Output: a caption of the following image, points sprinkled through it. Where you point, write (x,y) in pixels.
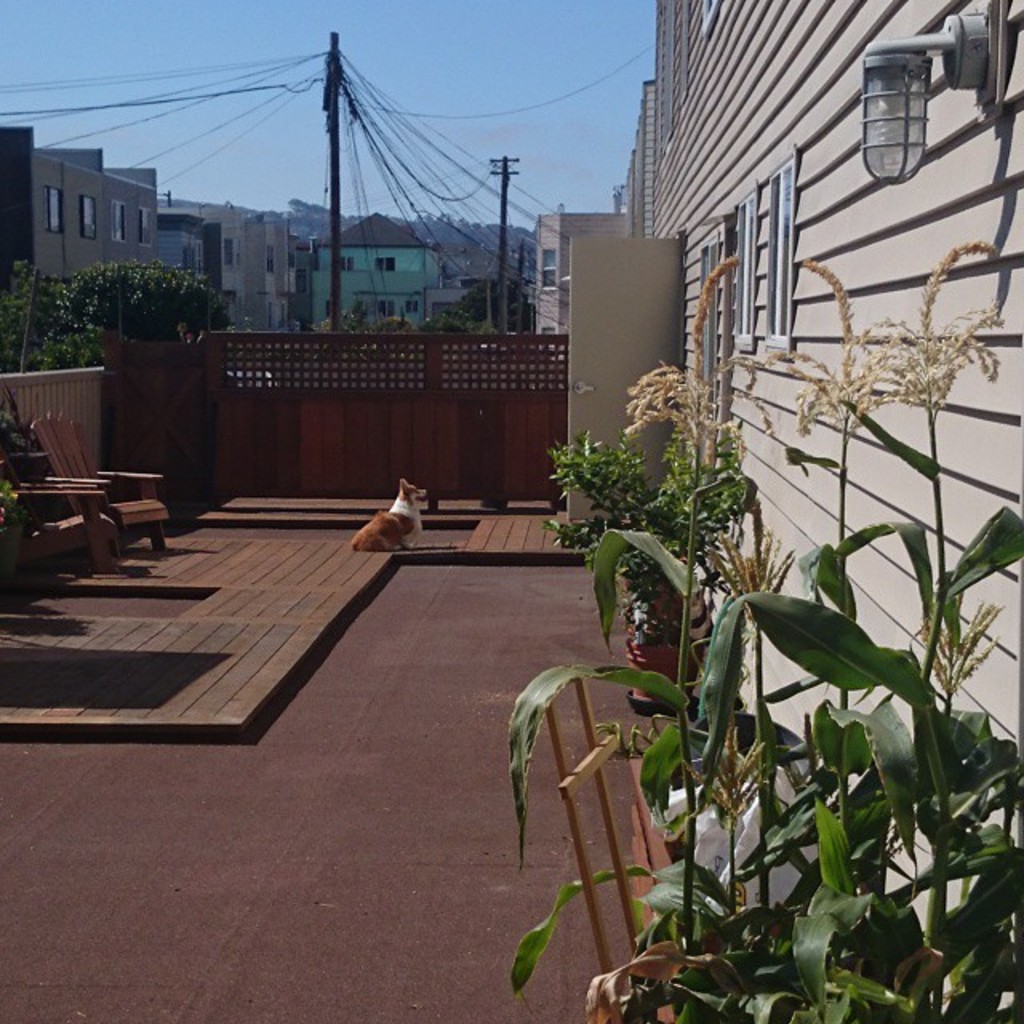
In this image there are few flower pots (667,663) placed on the right side of the image (784,664) and there is a light (922,117) attached to the wall (914,264). On the left side of the image (81,500) there is a chair (84,542) placed. In the center of the image (411,534) there is a dog (384,538) sitting on the floor (395,552). In the background (186,240) we can see few buildings (265,253) and an electric pole (334,70) with many wires (113,104).
